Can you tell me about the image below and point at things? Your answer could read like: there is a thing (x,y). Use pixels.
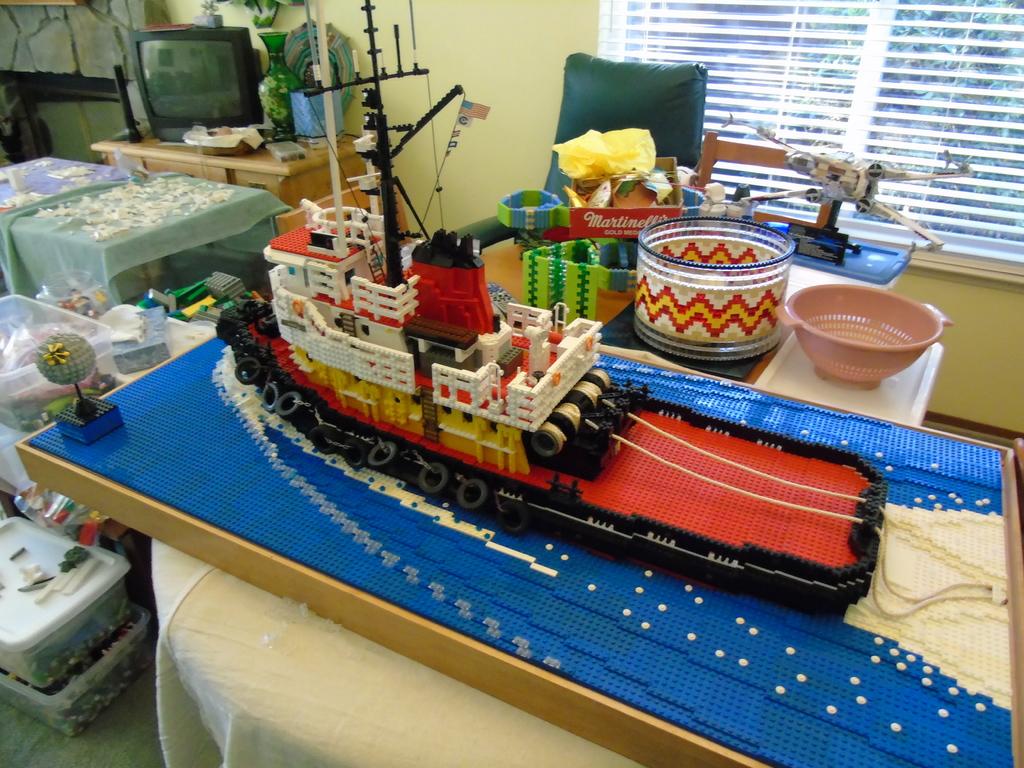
On the left (176,104) there is a TV (176,104), flower vase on a table (260,173). We can also see chair (556,157), basket (856,357) and a ship (509,444) in this room (691,487). In the background (480,69) there is a wall (965,294) and window (851,124).
